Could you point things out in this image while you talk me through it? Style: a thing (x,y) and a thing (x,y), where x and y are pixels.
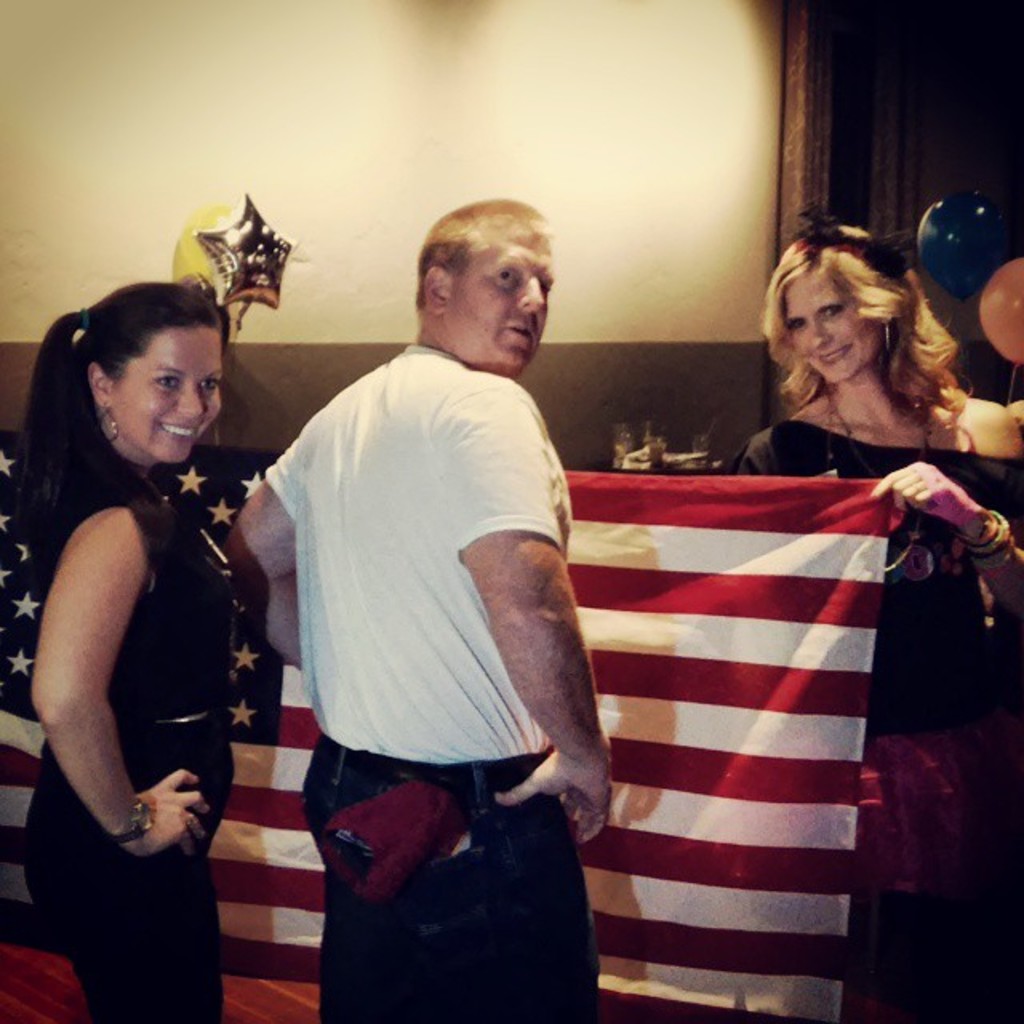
Here are three people (29,457). first one is a woman (206,1006) standing with a smile on her face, second one is a man (331,964) standing, third one is a woman (889,266) standing with a smile on her face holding a flag (610,655) and back of her we can see two balloons (1023,273) hanging. one is orange in colour, one is blue in colour.
